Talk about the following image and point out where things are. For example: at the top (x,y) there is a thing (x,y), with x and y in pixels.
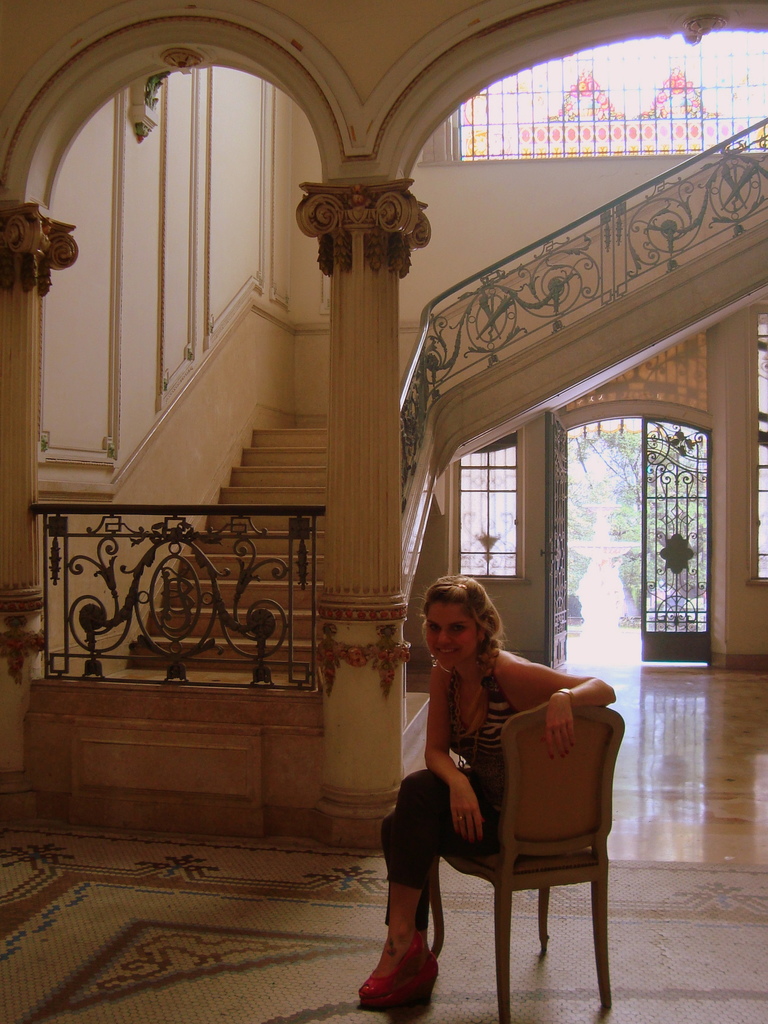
In this image a woman (508,693) is sitting on a chair (539,818) which is at the center (431,605). In the background (458,489) there is a pillar (350,430), a staircase (285,482), black colour railing (278,510), window (645,96), black colour door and some trees (633,441) outside the door (684,567). There is a floor carpet (675,958) on the floor (705,798).
